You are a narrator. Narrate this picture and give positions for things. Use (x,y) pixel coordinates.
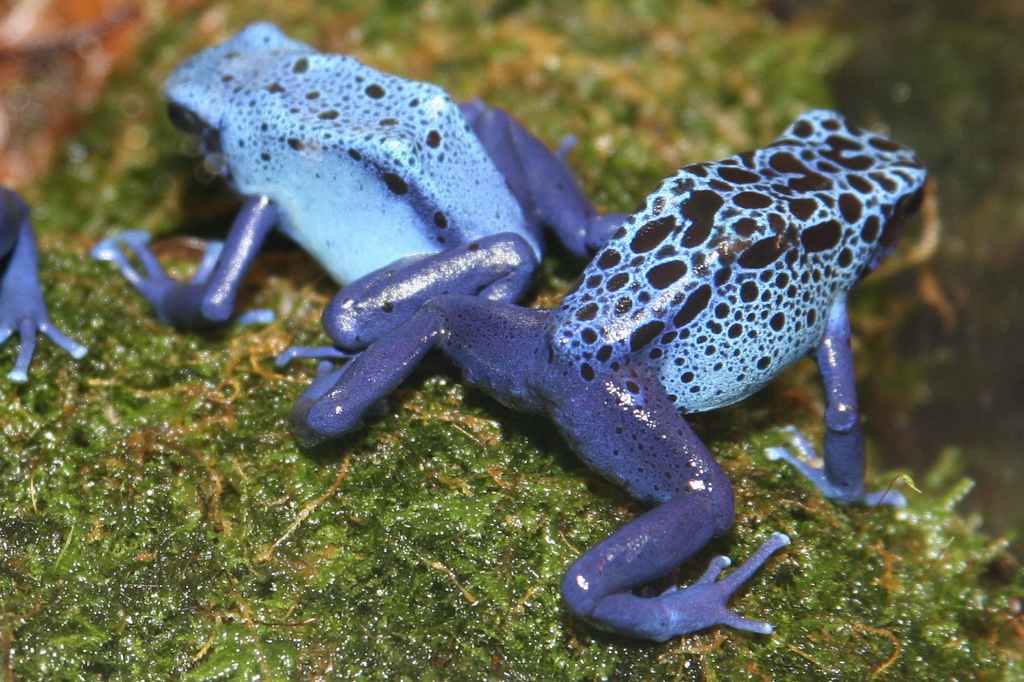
In the given image i can see a frogs (607,588) on the green surface (490,613).
